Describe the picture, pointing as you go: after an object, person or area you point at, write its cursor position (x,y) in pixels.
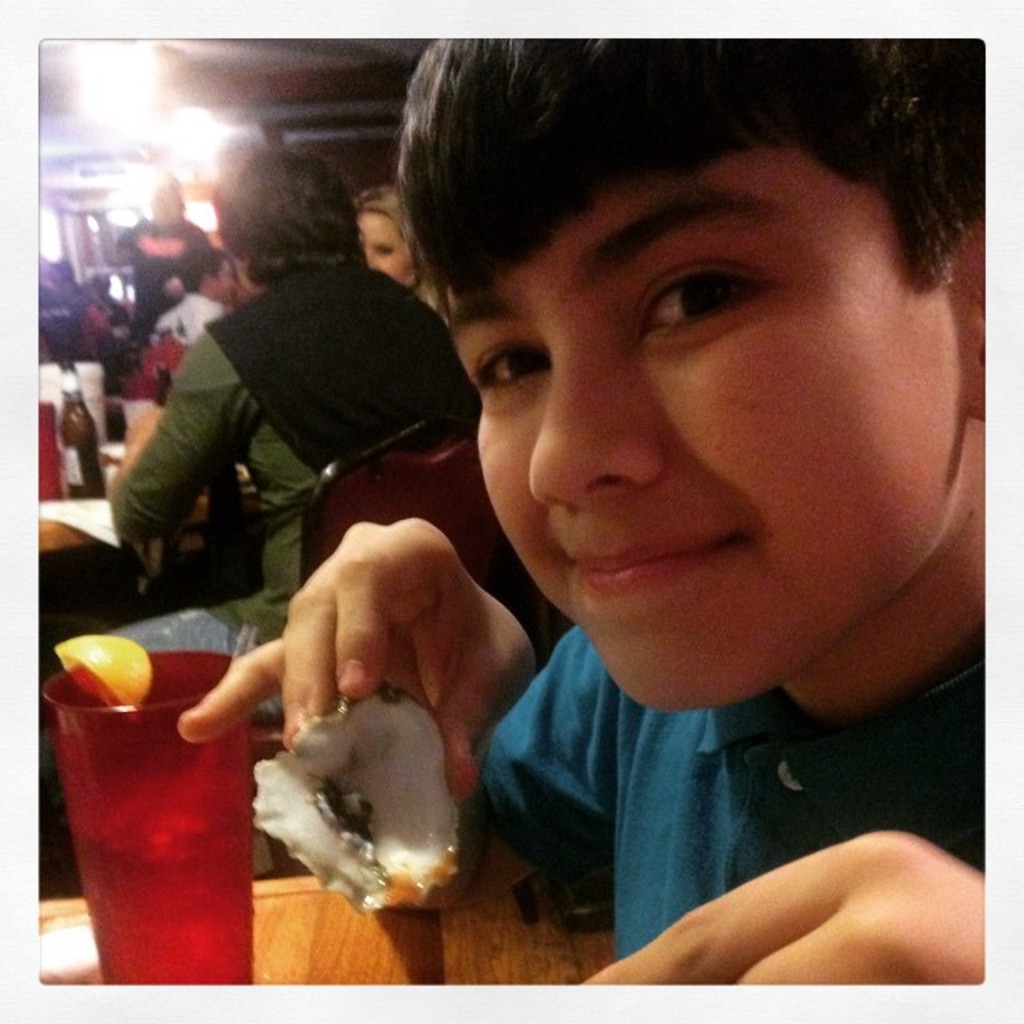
In this image there is a boy (293,733) holding a oyster (383,747), glass (217,674), papers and bottles (89,476) on the tables (466,893), and at the background (298,559) there are group of people (307,277) sitting on the chairs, a person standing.
